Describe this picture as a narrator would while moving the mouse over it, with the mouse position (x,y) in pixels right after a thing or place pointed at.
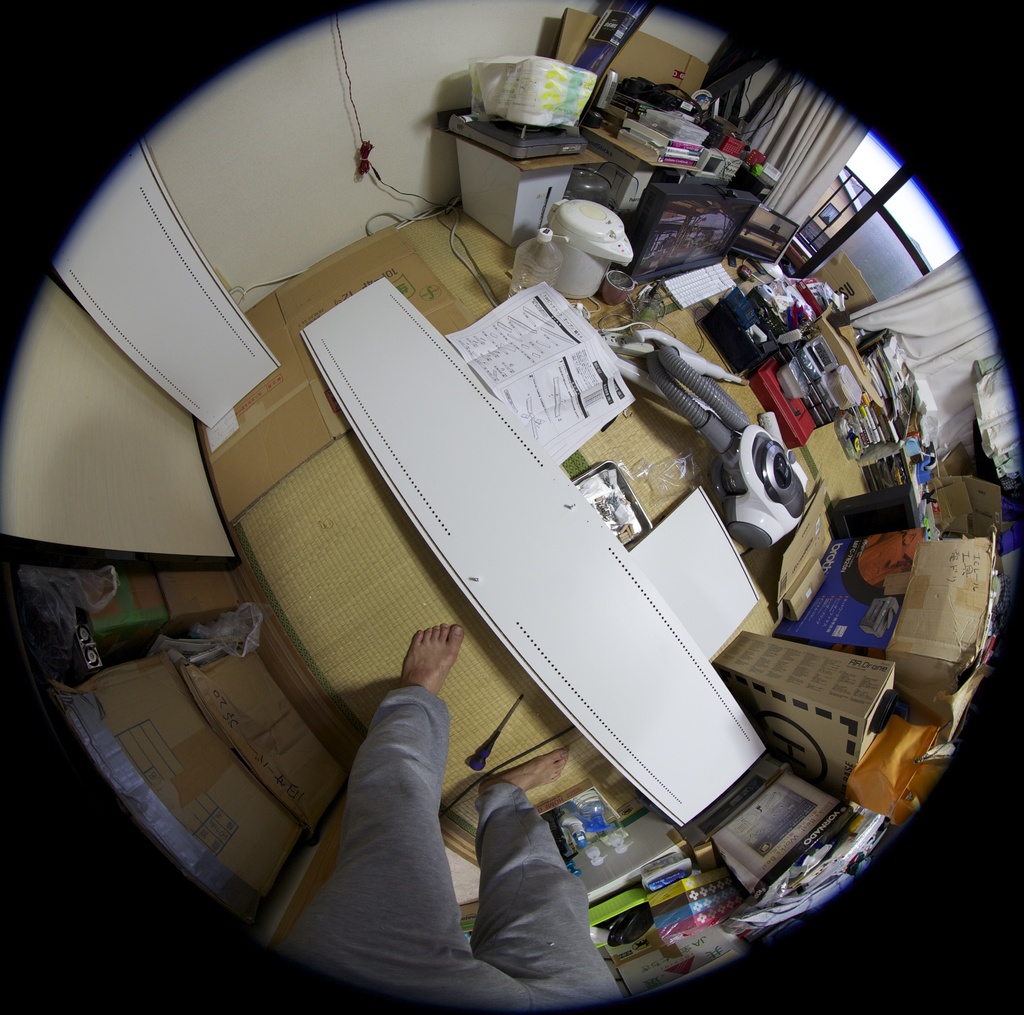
This is an aerial view and here we can see a person (445,749), table (557,636), papers (494,320), stands (557,160), books (687,159), boxes (843,542), bottles (598,830), curtains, covers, card boards (252,491), a can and some other objects (765,497).
